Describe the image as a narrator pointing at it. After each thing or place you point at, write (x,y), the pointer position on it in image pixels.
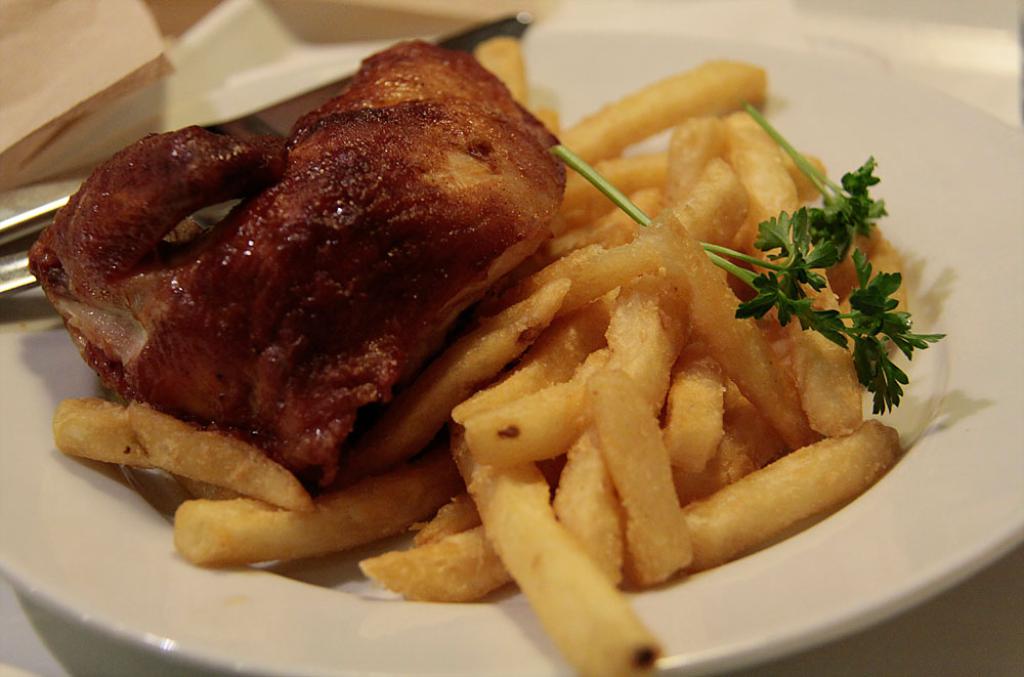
In the middle of the image (618,406) there is a plate (879,489) with a few french fries (693,343), a coriander leaf (774,295) and a meat slice (369,231) on it and there is a fork (14,256) on the plate (614,50). At the top left of the image (95,78) there is a paper (88,105).
